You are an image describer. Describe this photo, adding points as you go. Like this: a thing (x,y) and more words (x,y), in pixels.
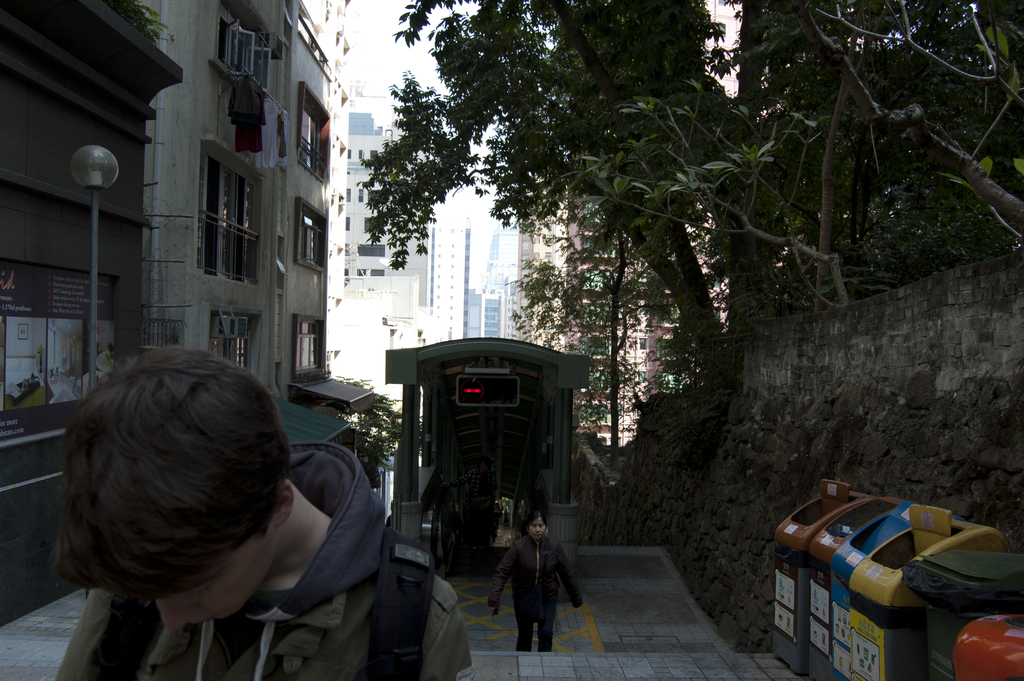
In this image I can see few people (509,569) with different color dresses (472,521). To the right (839,533) there are dustbins (877,605), wall (766,431) and many trees (731,282). I can see these dustbins (808,584) are colorful. To the left (250,341) I can see the pole (96,230) and the buildings (258,226) with windows (302,230). In the background (373,55) I can see the sky (363,43).
